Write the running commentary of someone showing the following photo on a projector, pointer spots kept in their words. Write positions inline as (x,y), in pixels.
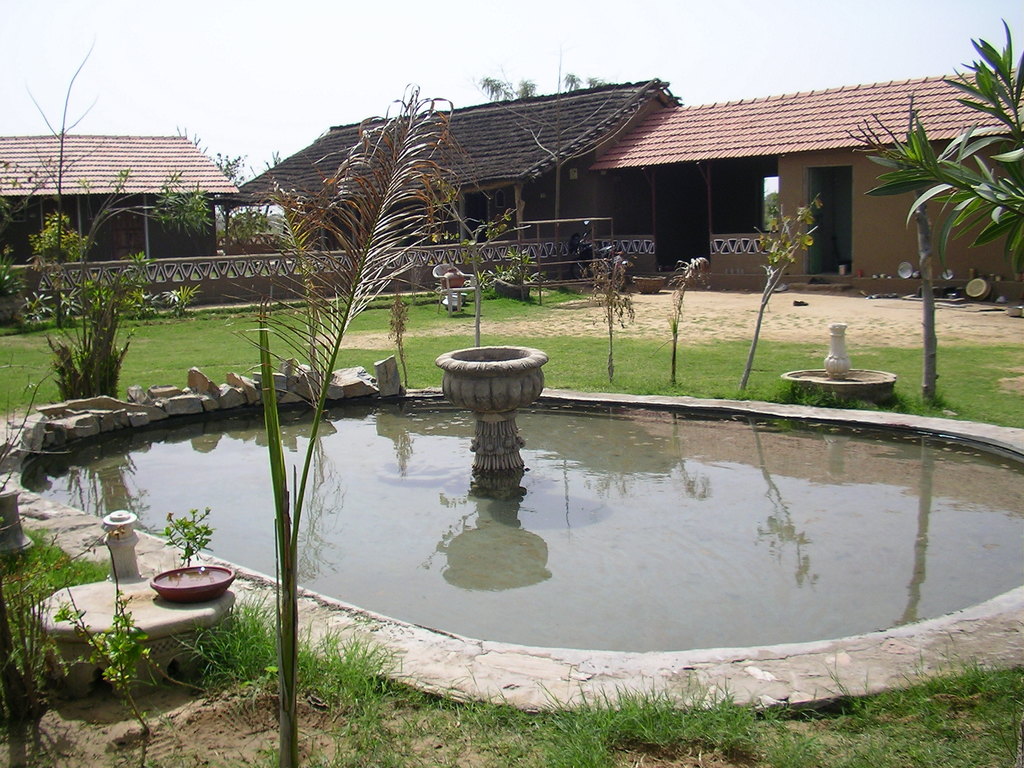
In this image we can see a pond (519,495), stones (144,423), grass (360,766), plants (93,314), buildings (204,239) and sky (526,4).
